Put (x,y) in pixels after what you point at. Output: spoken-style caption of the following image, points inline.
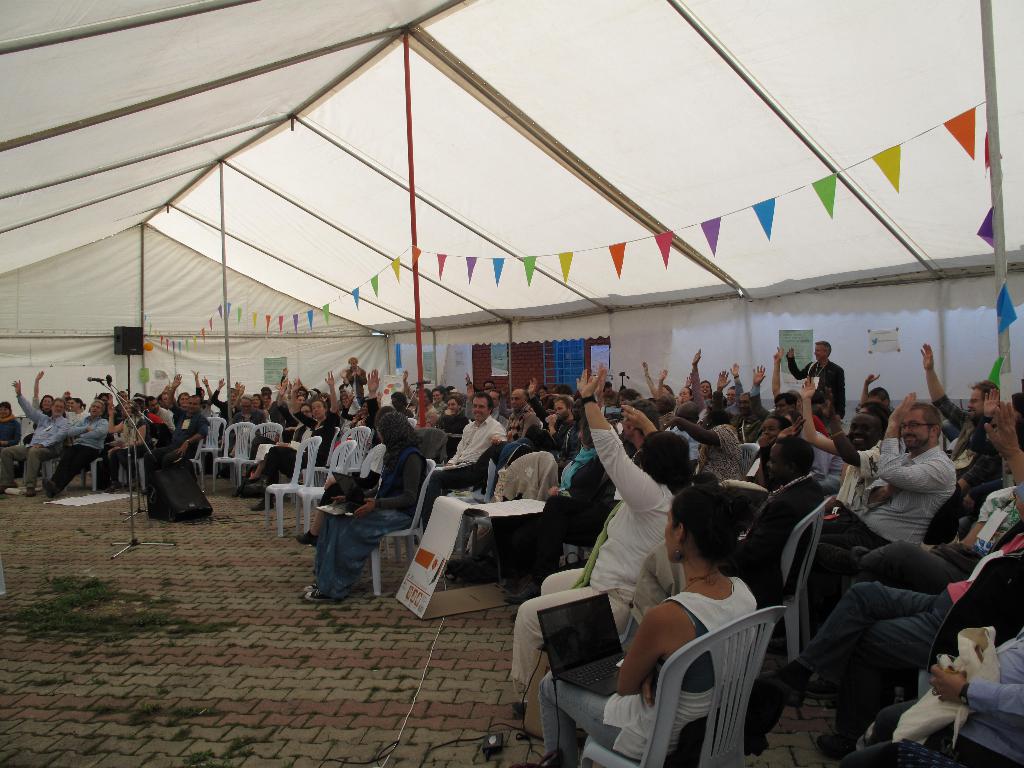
In this Image I can see a group of people (673,473) sitting on the chairs (671,714) and few people (699,714) are holding laptops (582,652) and few objects (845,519). I can see a mic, stand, board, speaker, colorful flags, building (552,362), windows (580,368) and a white tent (481,190).
